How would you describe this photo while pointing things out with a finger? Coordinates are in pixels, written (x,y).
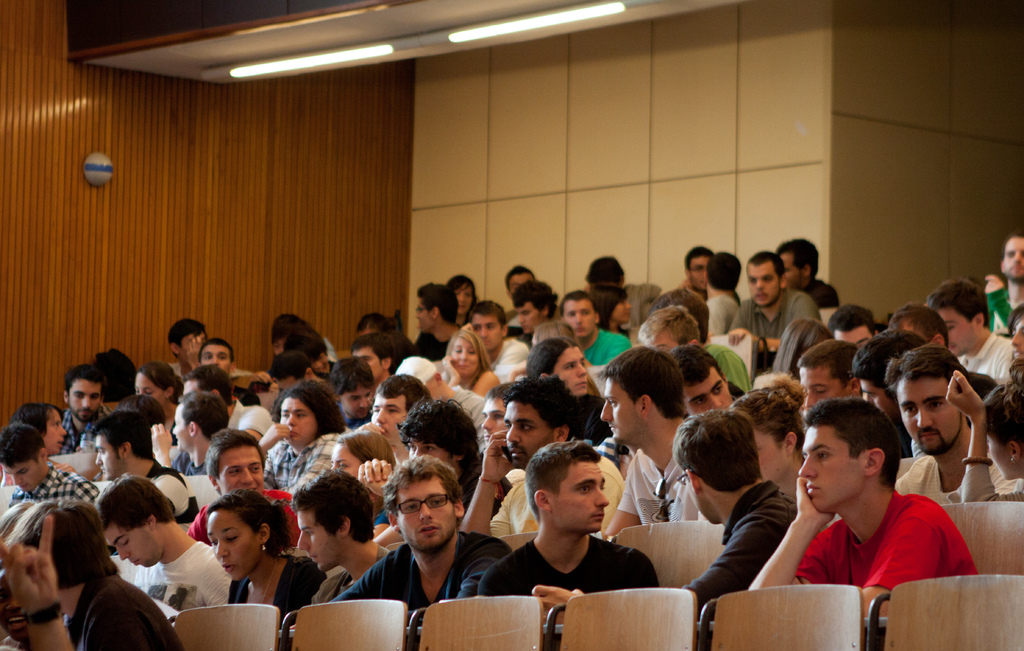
the picture consist of inside the room (449,156) there are so many persons (379,347) are sitting on chair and the background (856,206) is brown and beige.
